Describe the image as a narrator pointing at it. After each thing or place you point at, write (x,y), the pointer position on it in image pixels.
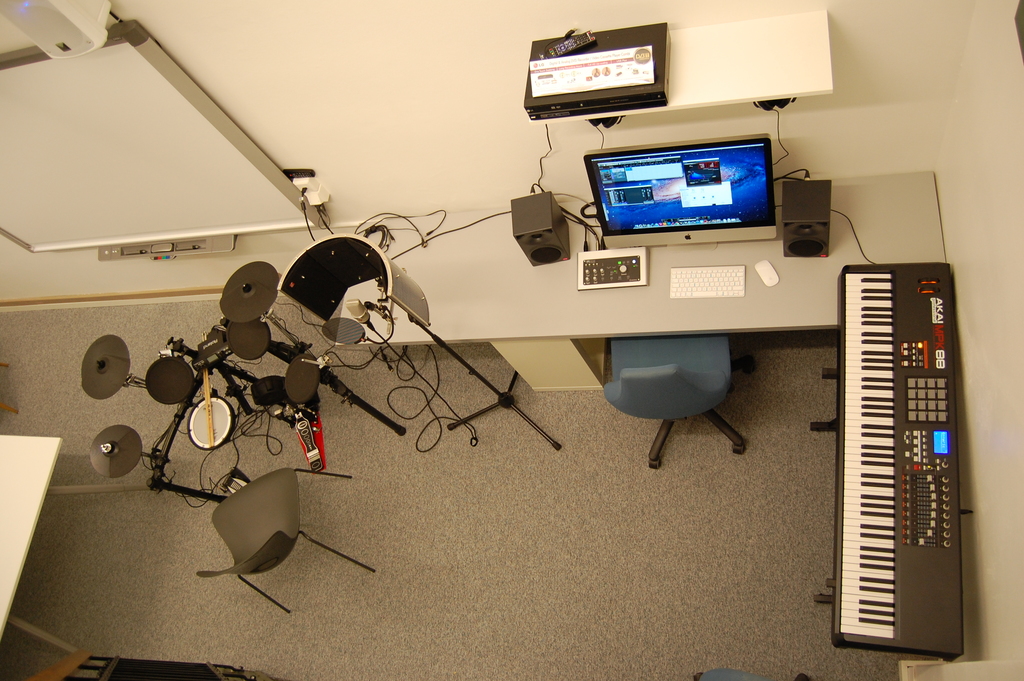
In this image we can see the aerial view of a room (551,497). In the aerial view there are desktop (696,228), speakers (549,239), remote (563,51), switch board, cables (358,362), chair (254,551), musical instrument (261,404).
